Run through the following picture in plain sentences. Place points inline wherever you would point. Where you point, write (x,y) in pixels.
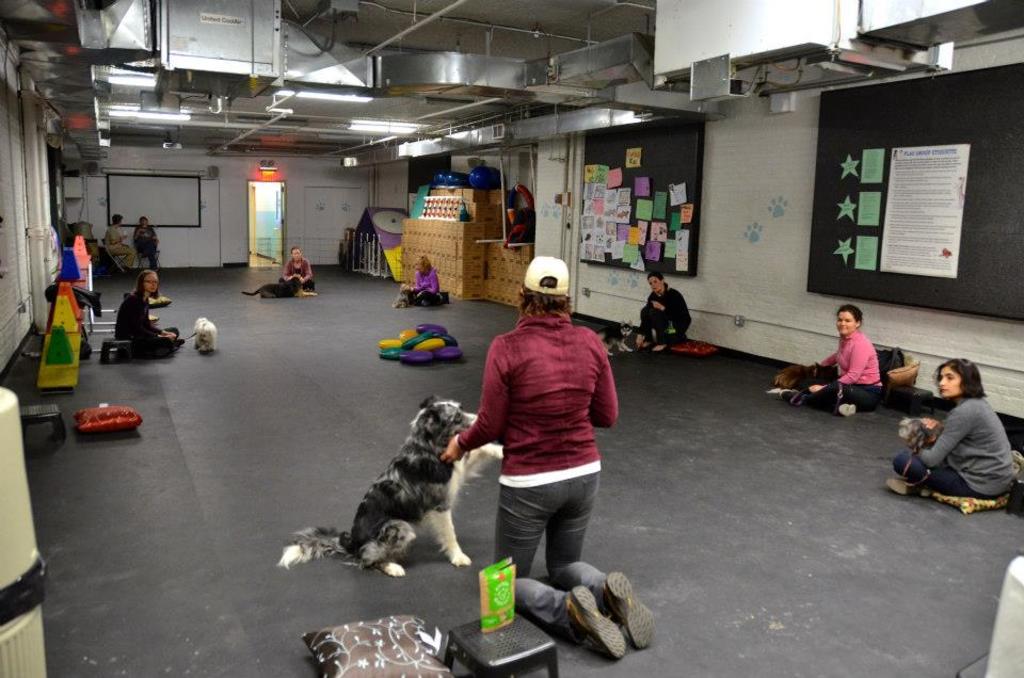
In this picture there are nine ladies (438,285). Six ladies (989,420) are sitting on the floor (388,371) and holding their pet animals (409,483) in their hand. To the right side wall (735,175) there are some posters (636,212) on it. On top (240,48) there are chimneys (188,51). In the middle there is a door (266,231). Beside the door (281,220) there is a screen (153,204). In front of the screen (144,204) there are two ladies (144,242) sitting on chair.
